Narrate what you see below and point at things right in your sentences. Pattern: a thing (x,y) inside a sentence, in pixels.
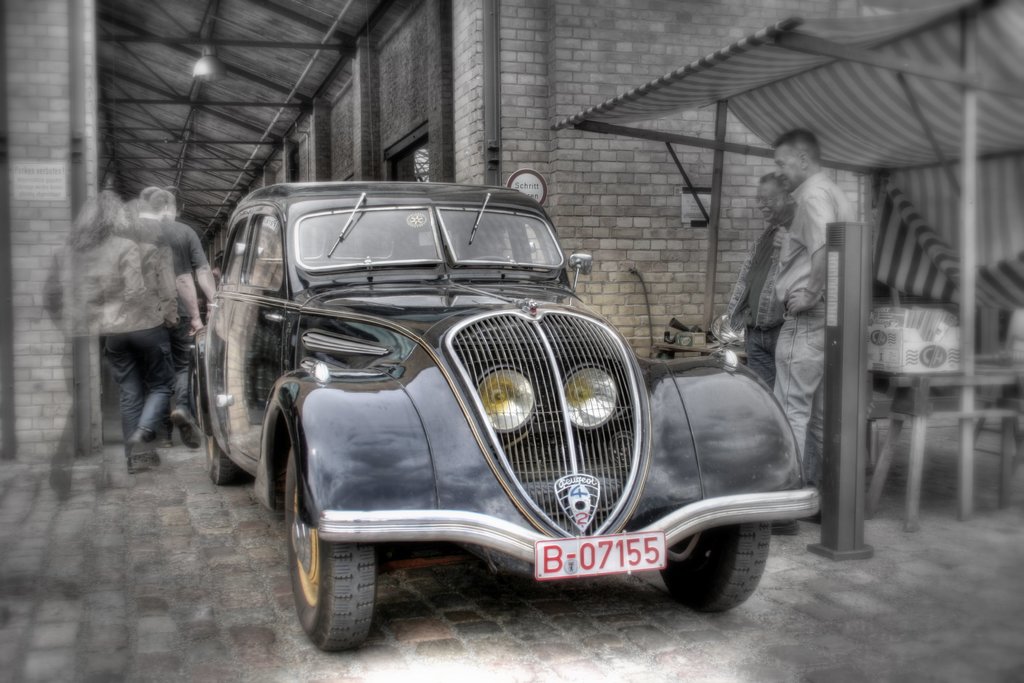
This picture looks like an edited image I can see a building (85,361) and few people (128,346) walking and I can see a car (585,480) and couple of them (768,306) standing and looking at the car (364,378).
